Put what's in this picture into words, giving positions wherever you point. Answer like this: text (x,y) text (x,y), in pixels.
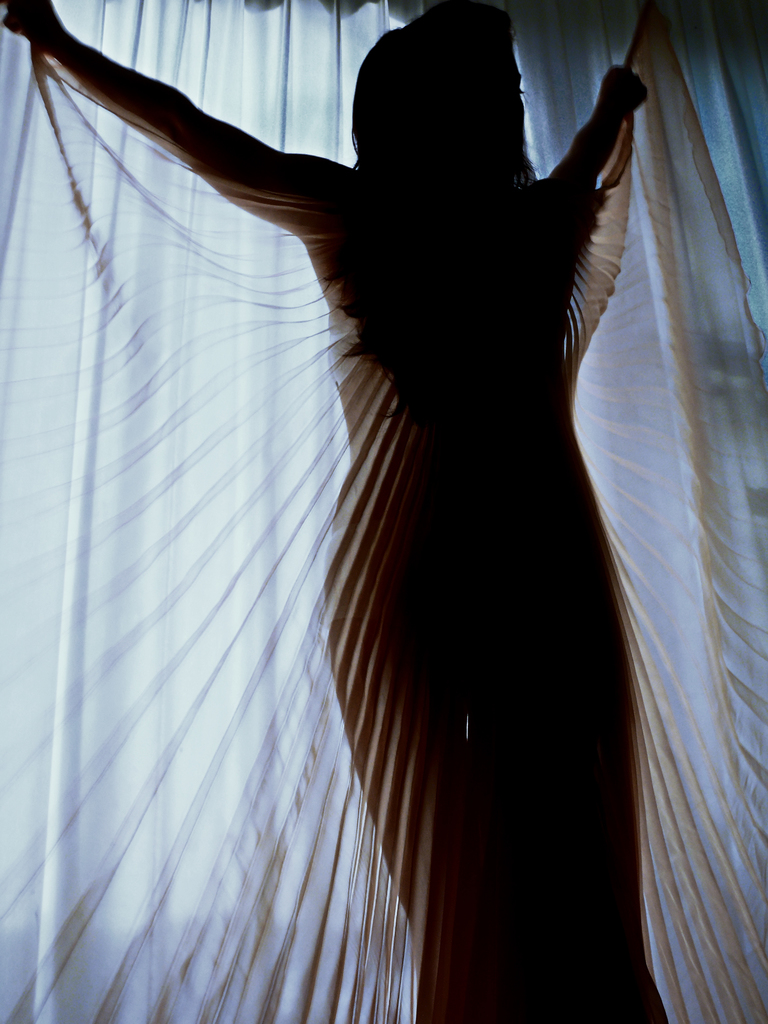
In this image we can see a person (438,343) is holding a cloth (249,400) in the hands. In the background (244,86) we can see a curtain (280,95) and an object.
